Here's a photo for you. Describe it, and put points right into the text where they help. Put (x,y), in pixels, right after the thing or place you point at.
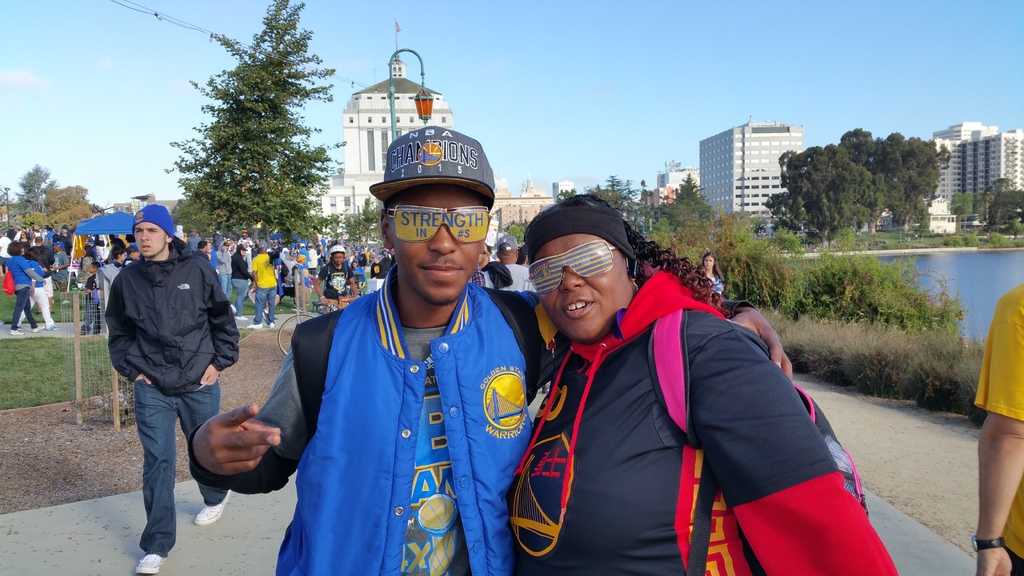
This is an outside view. Here I can see a man (425,394) and a woman (624,439) are smiling and giving pose for the picture. On the left side (159,311) there is a man (147,327) wearing black color jacket (171,349), blue color cap (153,217) on the head (158,238) and walking on the road (98,549). On the right side (996,479), I can see a person's hand (996,460). In the background (24,267), I can see many people (237,252) are standing in the ground (287,314) and also there are some trees (291,188). In the background (752,160), I can see some buildings (712,167) as well. On the top of the image (661,61) I can see the sky (633,57).
